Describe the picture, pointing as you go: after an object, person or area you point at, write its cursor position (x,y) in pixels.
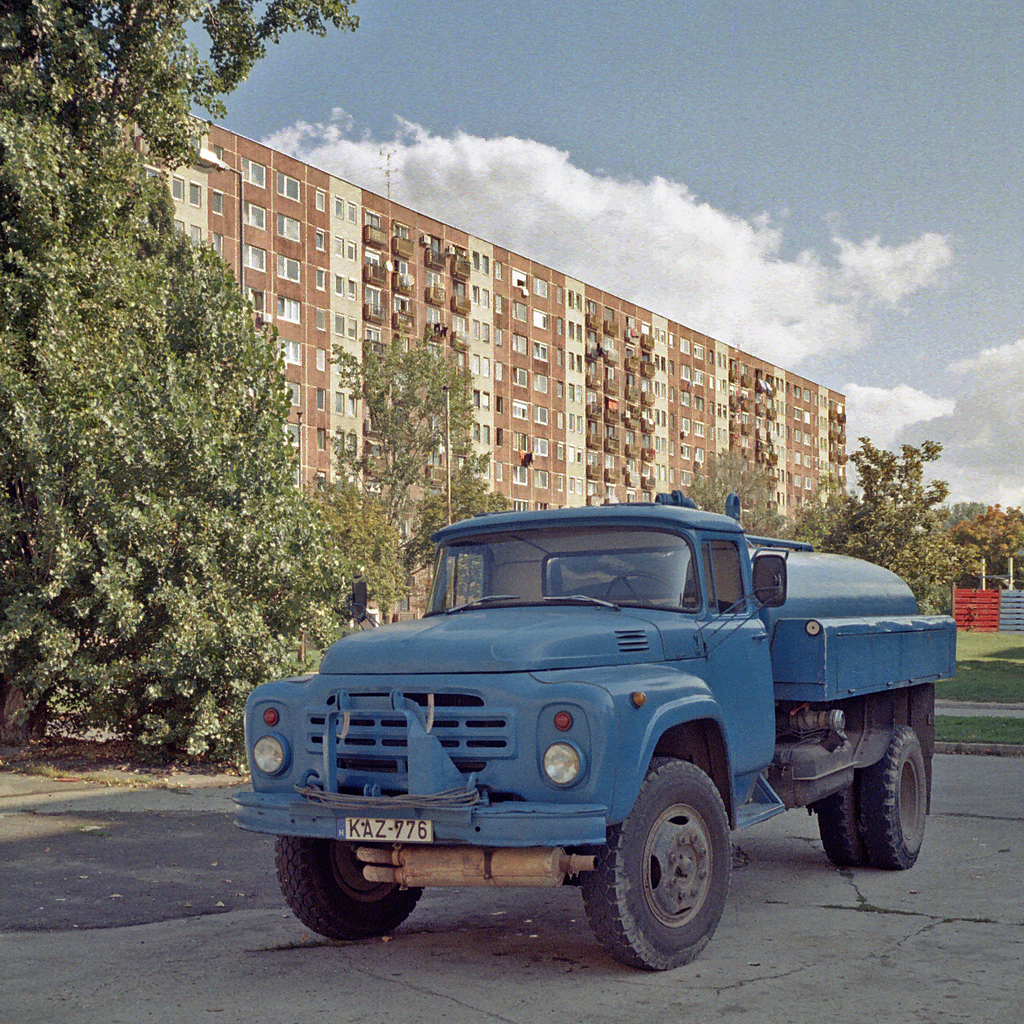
It's a tanker truck (569,722) which is in blue color, in the left side (216,482) there are trees (256,454). In the middle (542,388) there are big buildings (572,422).
